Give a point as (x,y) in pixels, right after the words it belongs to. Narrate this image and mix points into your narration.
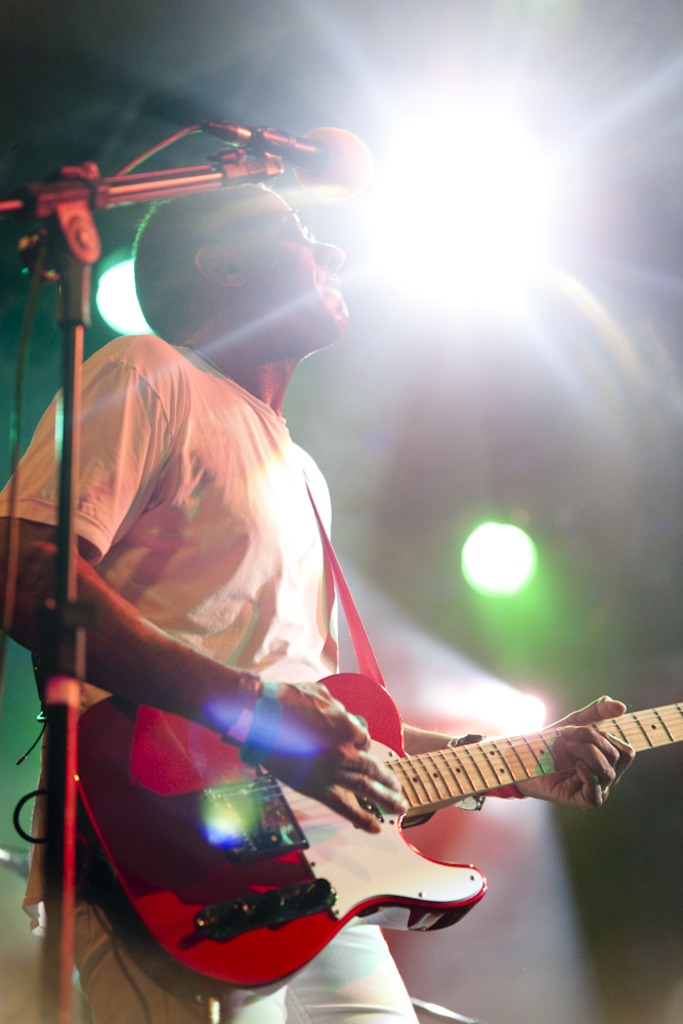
In this image I can see a person (219,329) standing wearing white shirt (216,532) and playing a musical instrument (378,889). I can also see a microphone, background (524,563) I can see a light (530,570) in green color.
